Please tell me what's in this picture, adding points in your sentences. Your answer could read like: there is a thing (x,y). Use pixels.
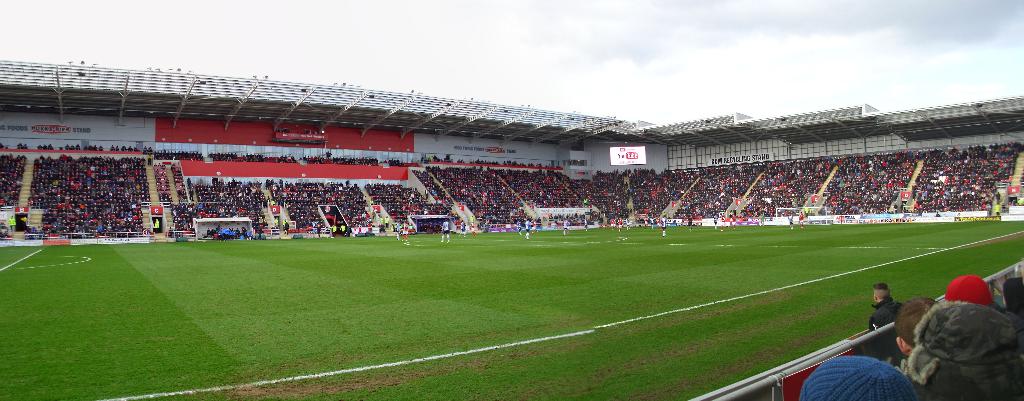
In this picture we can see a group of people (946,210) and in front of them we can see some people (442,231) on the ground (598,276), grass (559,318), posters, screen (626,149) and some objects (114,235) and in the background (586,34) we can see the sky (428,51).
